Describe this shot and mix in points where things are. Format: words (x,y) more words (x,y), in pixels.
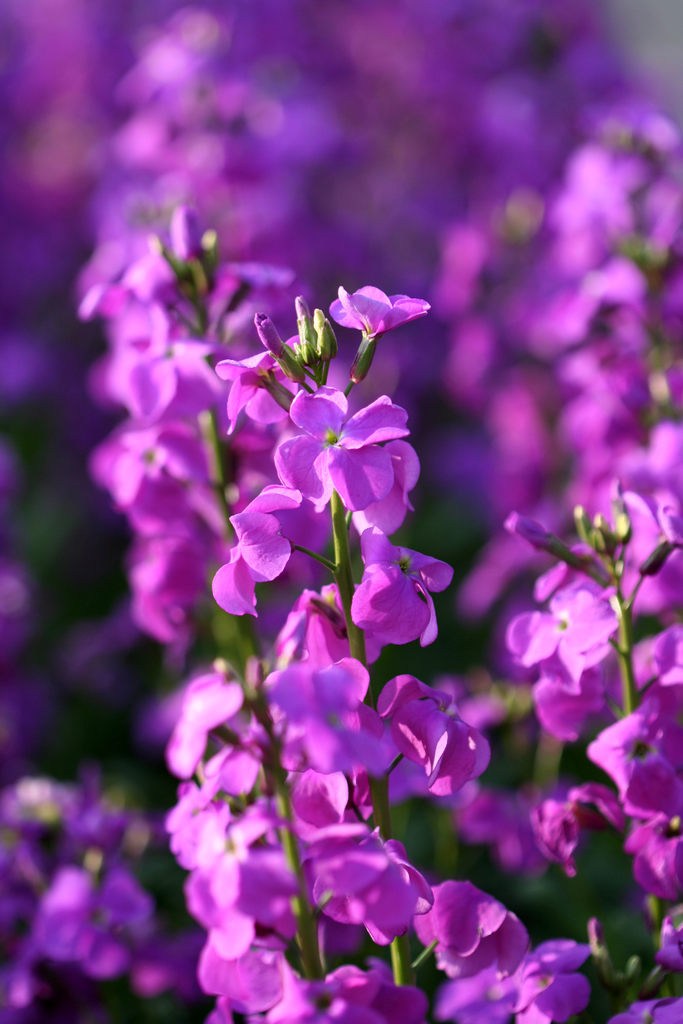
In this image we can see many flowers (436,784) which are in violet color.
